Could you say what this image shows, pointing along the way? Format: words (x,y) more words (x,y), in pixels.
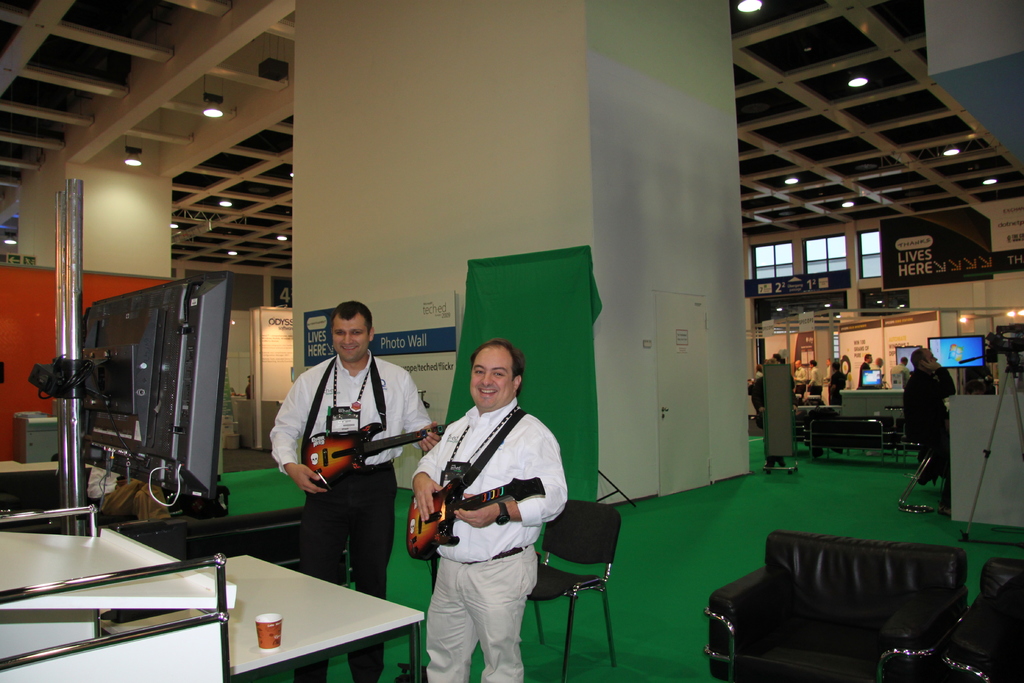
In this image I can see in the middle (481,417) two men (505,482) are standing and also playing the guitar (455,490), they wore white color shirts (482,473), on the left side (161,436) there is the t. v (191,462). at the top (130,152) there are ceiling lights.
